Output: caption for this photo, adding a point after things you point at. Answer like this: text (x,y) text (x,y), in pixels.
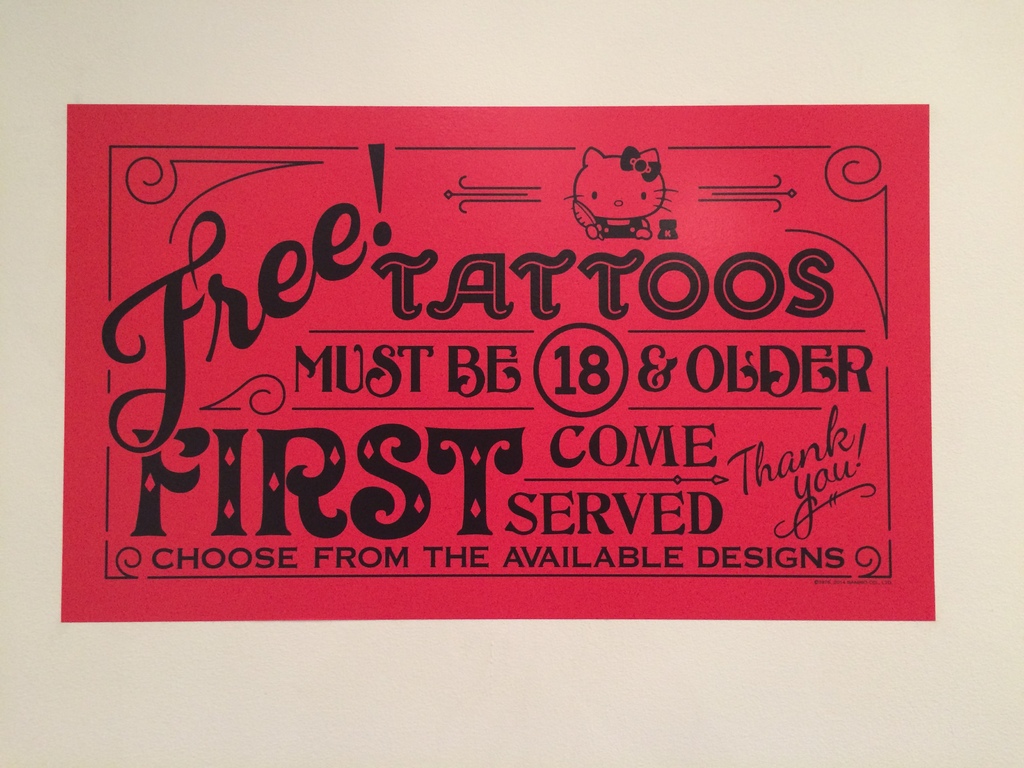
In this picture there is a poster (537,455) which is placed on the wall (1021,413). In that poster (669,397) I can read this thank you.
